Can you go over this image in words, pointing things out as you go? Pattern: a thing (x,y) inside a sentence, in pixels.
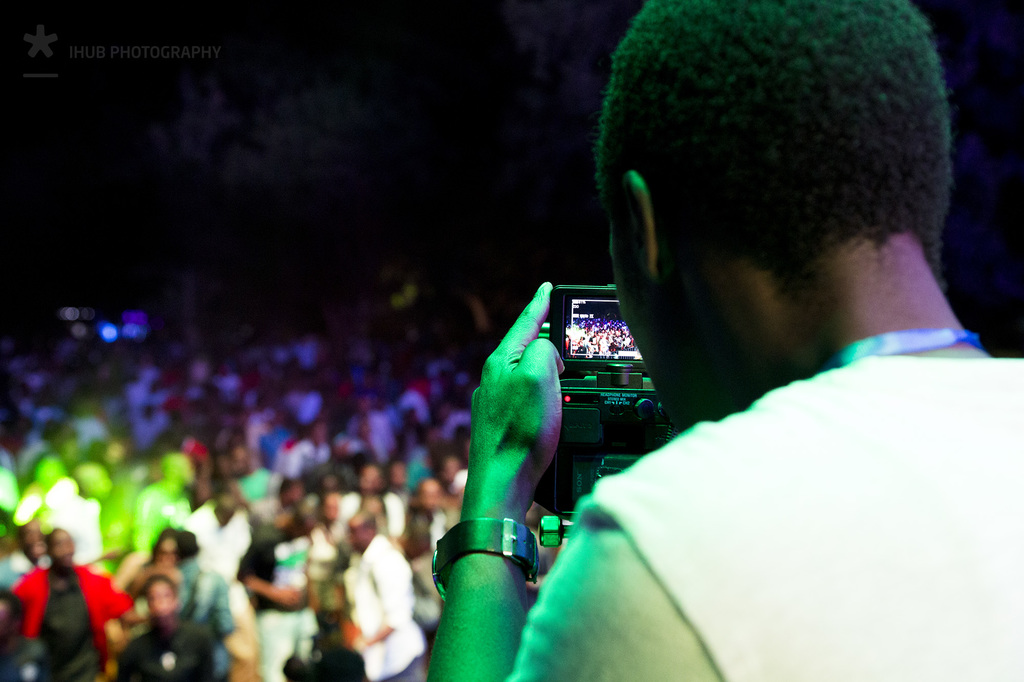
On the right side (905,493), there is a person (853,486) in a white color T-shirt (654,596), holding a camera (575,388) and capturing persons (50,614) who are in different colored dresses (83,621). And the background (95,5) is dark in color.
